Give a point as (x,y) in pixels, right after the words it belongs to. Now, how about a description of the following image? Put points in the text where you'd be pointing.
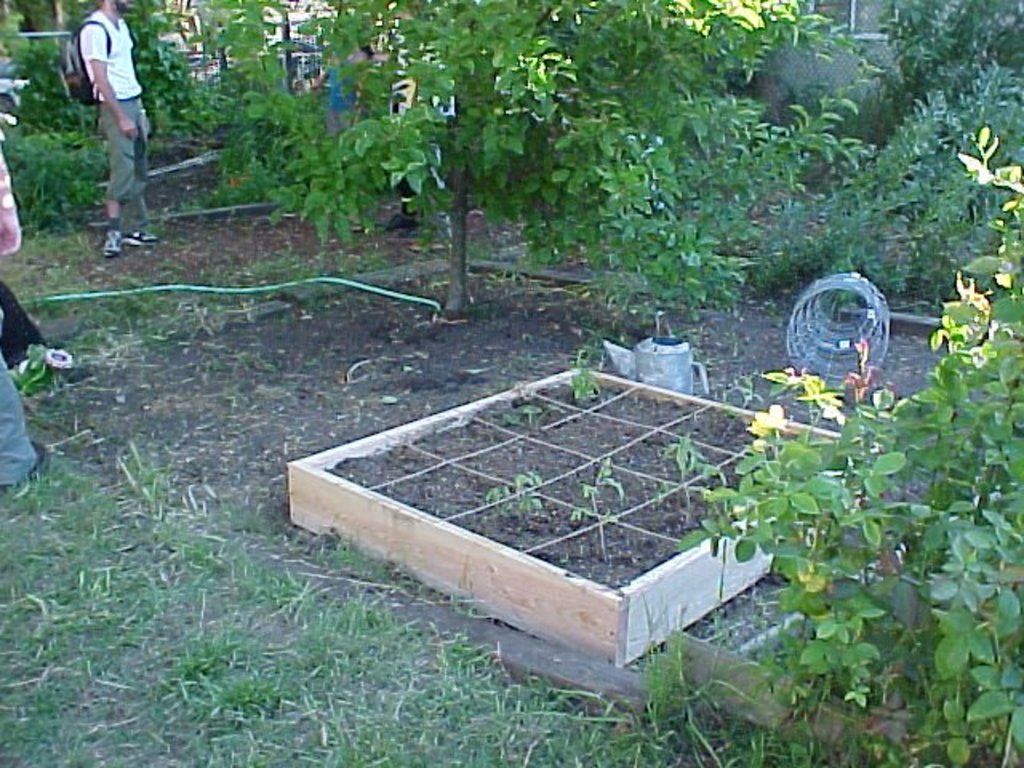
In this image there is a person (91,61) standing and wearing a bag (89,78), there is a person (19,359) truncated towards the left of the image (34,348), there is the grass (382,651), there are plants (926,156), there are trees (566,112), there are trees (749,154) truncated towards the top of the image (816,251), there are trees (919,72) truncated towards the right of the image (929,524), there are objects (659,364) on the ground (304,453), there are windows (853,24) truncated towards the top of the image (873,13), there is the wall (848,91).
